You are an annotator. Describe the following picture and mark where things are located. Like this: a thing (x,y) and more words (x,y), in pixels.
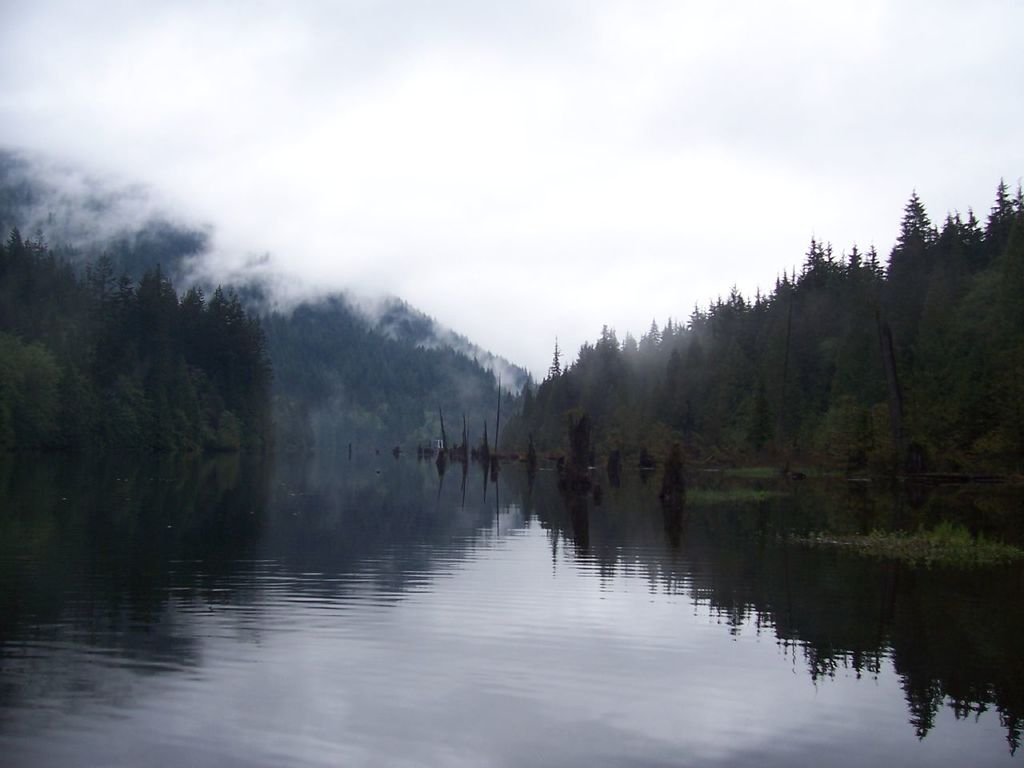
At the bottom of the picture (389,536), we see water (510,582) and this water (322,601) might be in the lake (279,501). On either side of the picture, there are trees (682,392). In the background (287,353), we see trees (285,323) and the hills (300,328) which are covered with fog (386,285). At the top (578,116), we see the sky (609,100).
